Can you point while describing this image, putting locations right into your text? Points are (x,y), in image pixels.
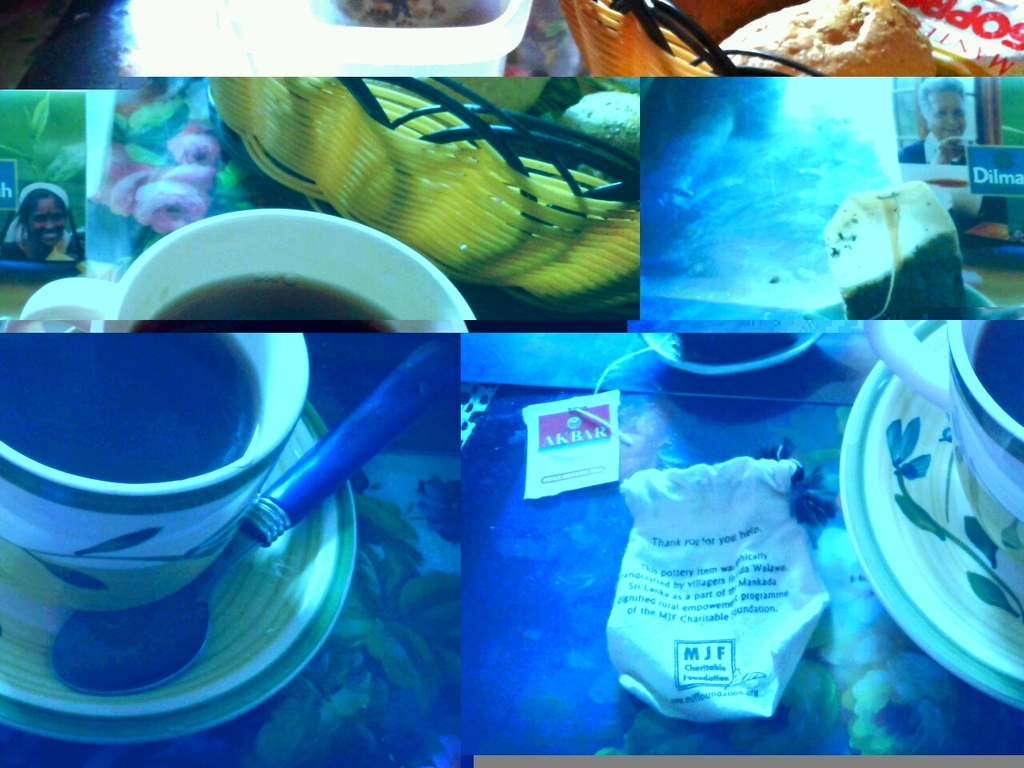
This is collage picture, in these pictures we can see cup (177,513), saucer (301,523), spoon (353,431), food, basket (550,132) and some objects (948,93).
